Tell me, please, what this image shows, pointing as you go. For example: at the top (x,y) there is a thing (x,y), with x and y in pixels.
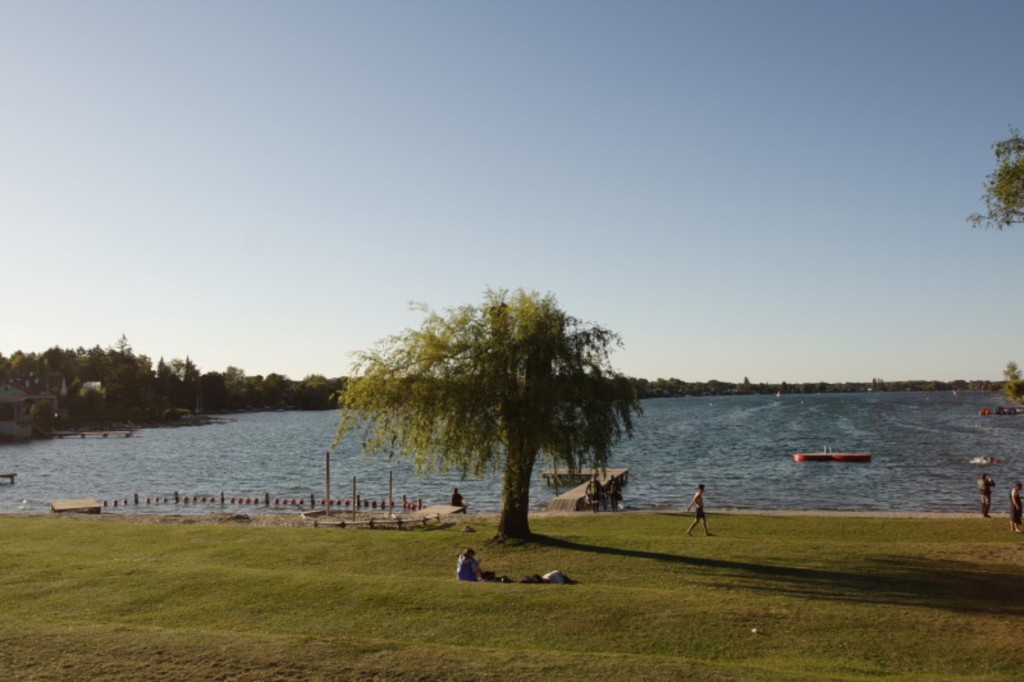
In the image there is a grass surface (582,576) in the foreground (611,580), on the grass surface (592,517) there are few people (593,503) and trees (509,416). Behind the grass surface (650,564) there is a water surface (655,427) and in the background (114,356) there are many trees (147,412).
